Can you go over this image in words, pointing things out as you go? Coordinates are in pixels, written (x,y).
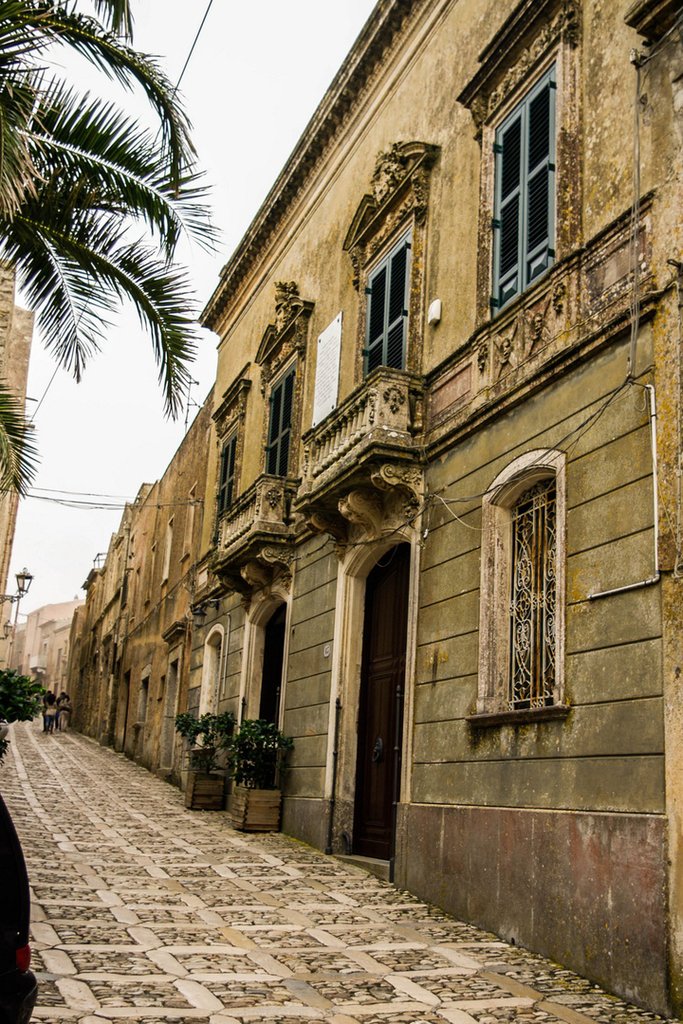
As we can see in the image there is a building (442,354), plants (256,724), street lamps (9,622) and tree (77,275). On the top (86,84) there is a sky (314,45).
